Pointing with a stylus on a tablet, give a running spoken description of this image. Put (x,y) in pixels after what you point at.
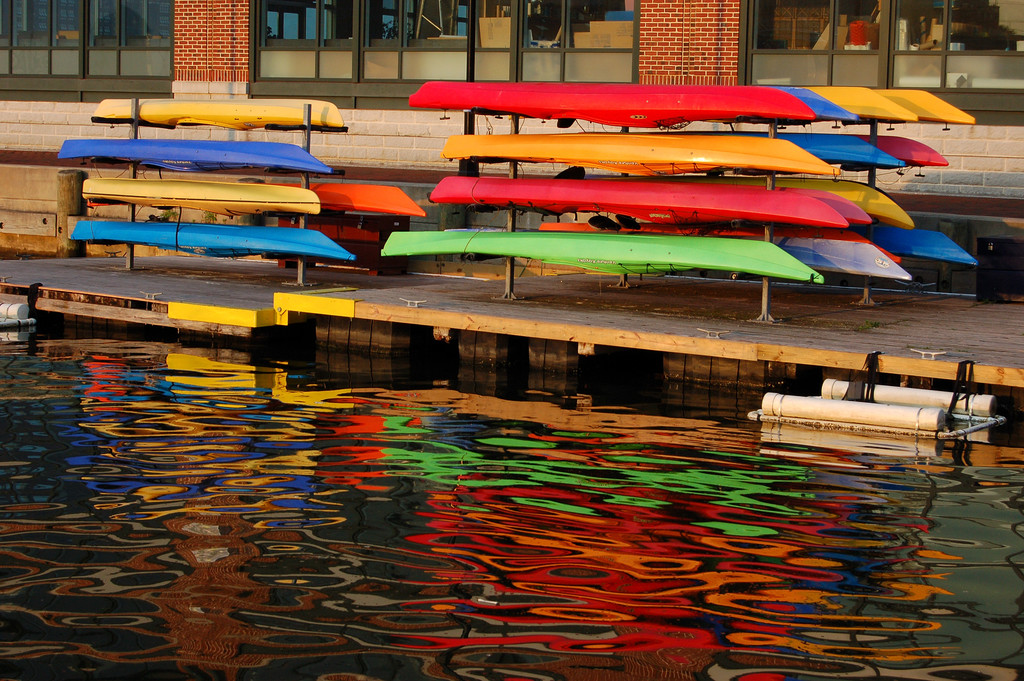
In this image, I can see the paddling boats (638,247), which are placed in the stand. These are the water (266,577) flowing. This looks like a wooden platform (734,331). I think this is a building (255,25) with glass doors (602,54).
